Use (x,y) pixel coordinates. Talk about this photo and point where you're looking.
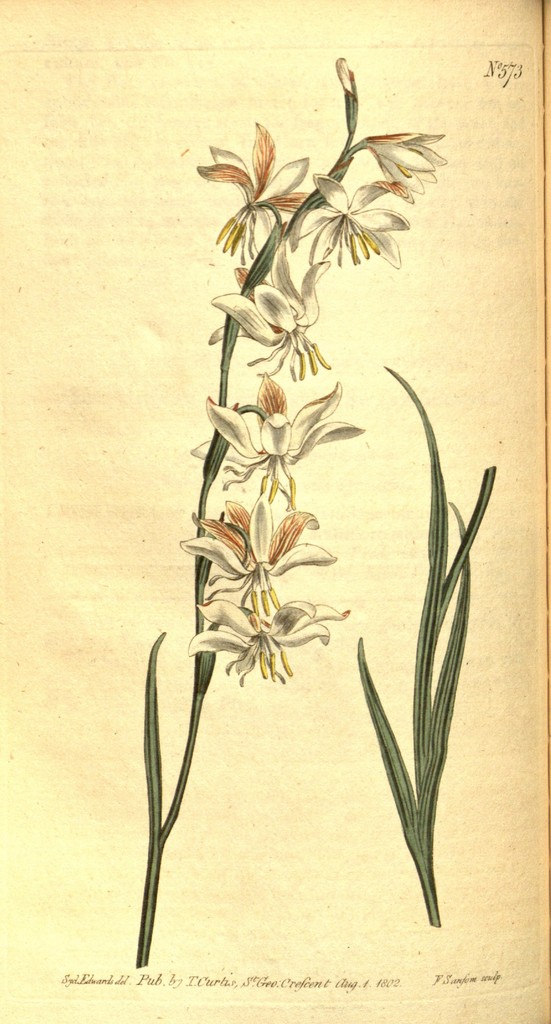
In this picture we can see a paper (408,76). Here we can see plant (391,230) and flowers (297,343). On the bottom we can see something written on the paper (485,990).
